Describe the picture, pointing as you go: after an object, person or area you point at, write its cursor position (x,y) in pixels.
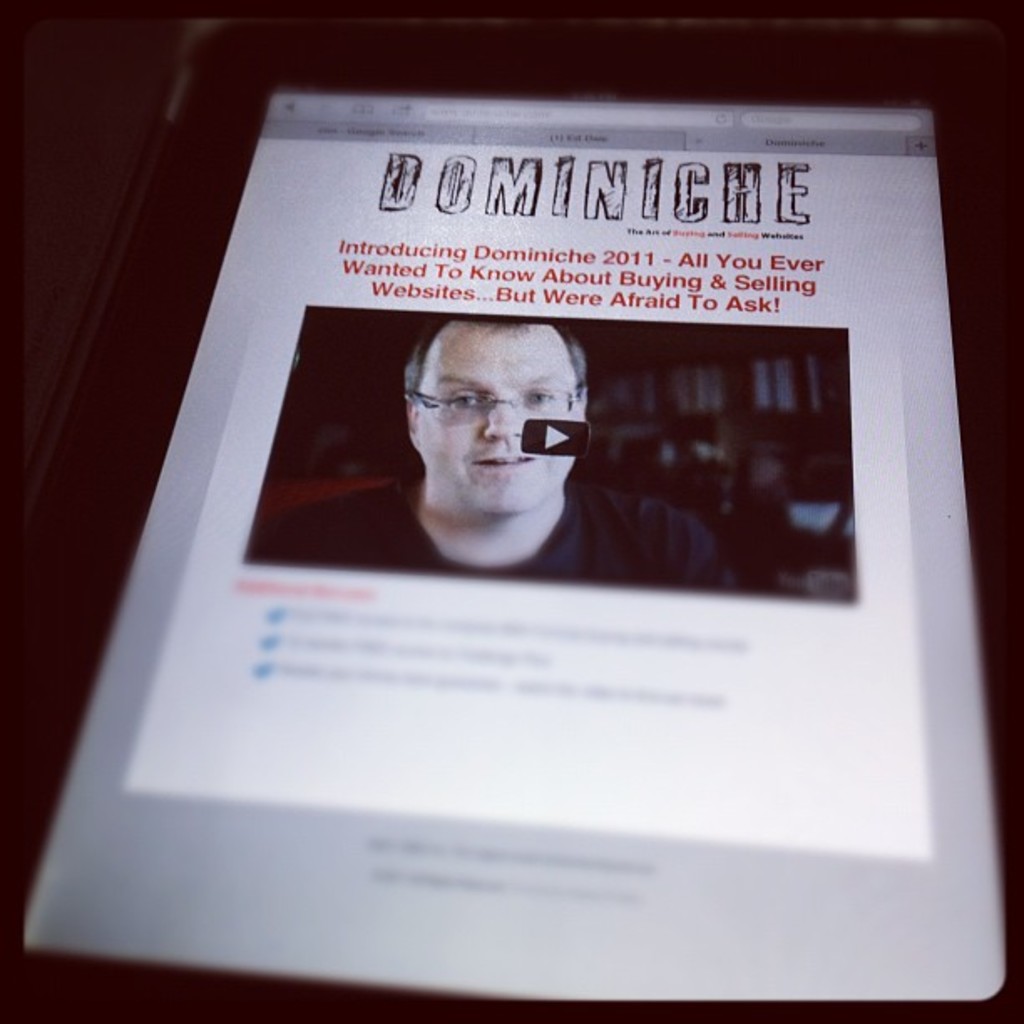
In this image I can see the person face (440,462) and something on the screen (655,291). It looks like an electronic device (511,159). Background (120,45) is in black color.
